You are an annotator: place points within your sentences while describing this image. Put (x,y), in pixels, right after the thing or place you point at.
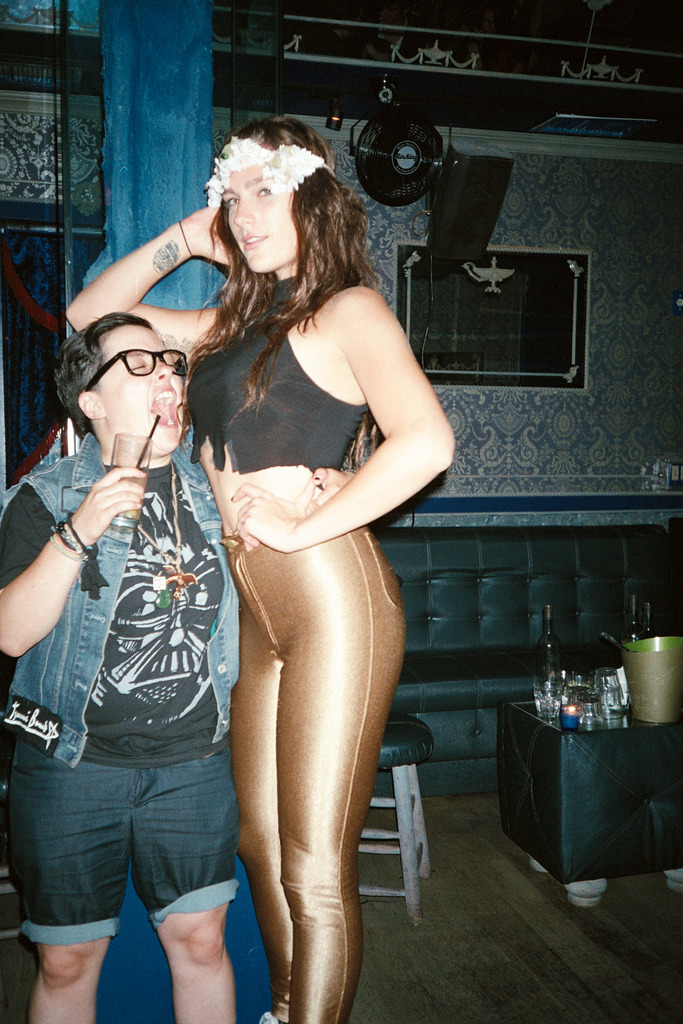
We can see sofa (535,587) and on the table (533,750) we can see glasses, bottles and a jar (646,685). This is a floor (434,882). Here we can see a woman (308,301) and a man (114,671) standing. He is holding a glass (144,454) with a straw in his hand (127,504). He wore spectacles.
